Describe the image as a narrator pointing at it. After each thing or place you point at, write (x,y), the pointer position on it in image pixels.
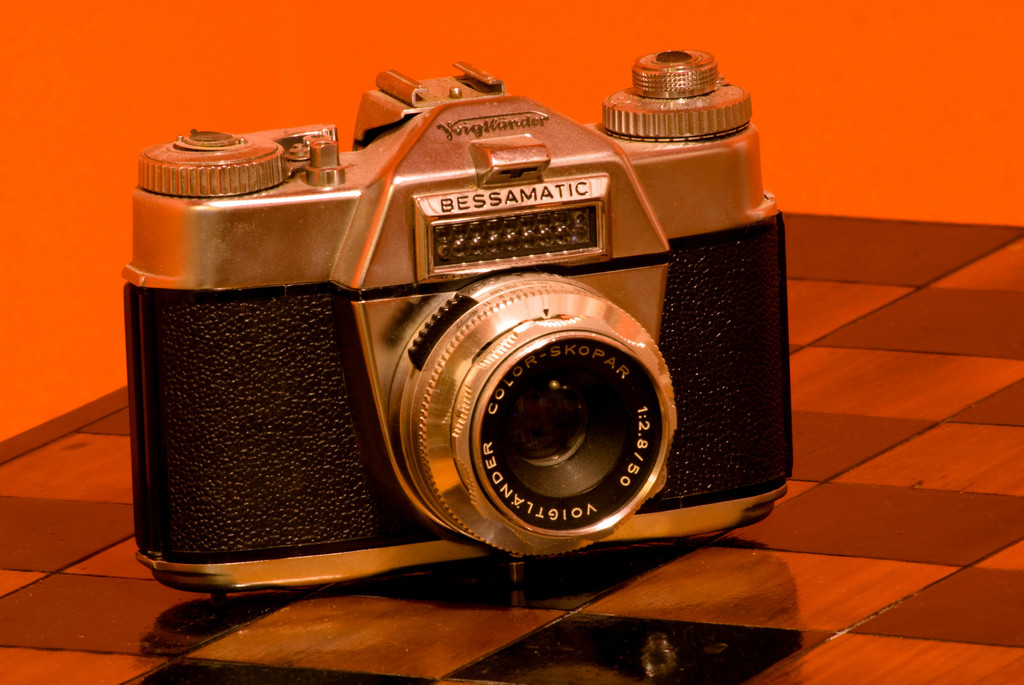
In this image, we can see a camera (703,293) and in the background (228,63) there is an orange color wall (438,30).
